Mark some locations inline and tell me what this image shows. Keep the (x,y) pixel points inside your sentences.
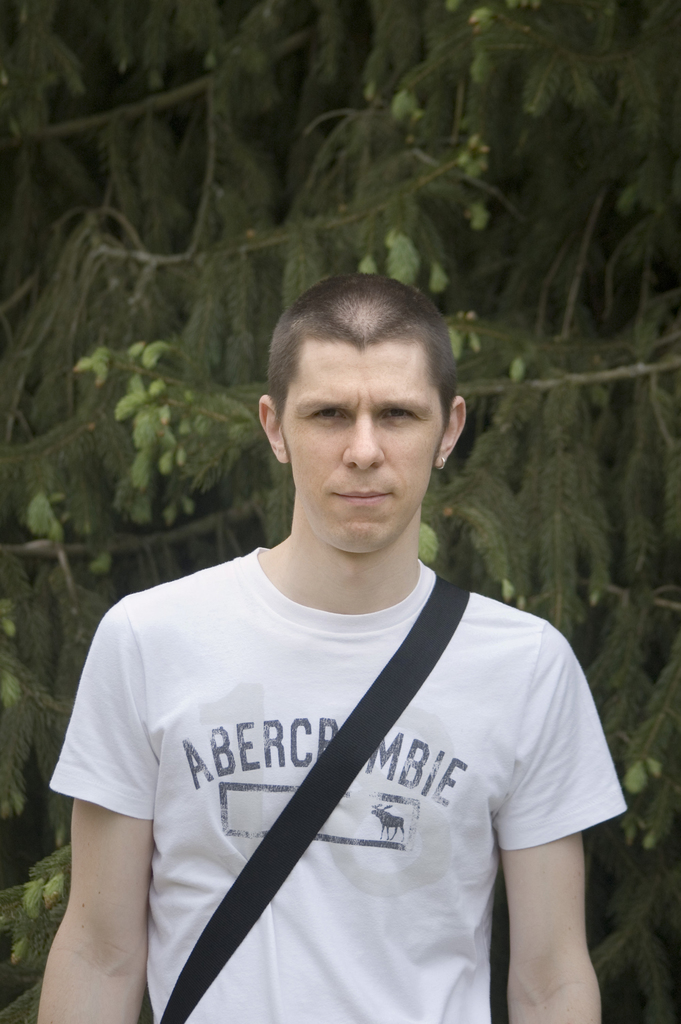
In this image we can see a man (325,392) and trees (241,237) in the background (221,205).
